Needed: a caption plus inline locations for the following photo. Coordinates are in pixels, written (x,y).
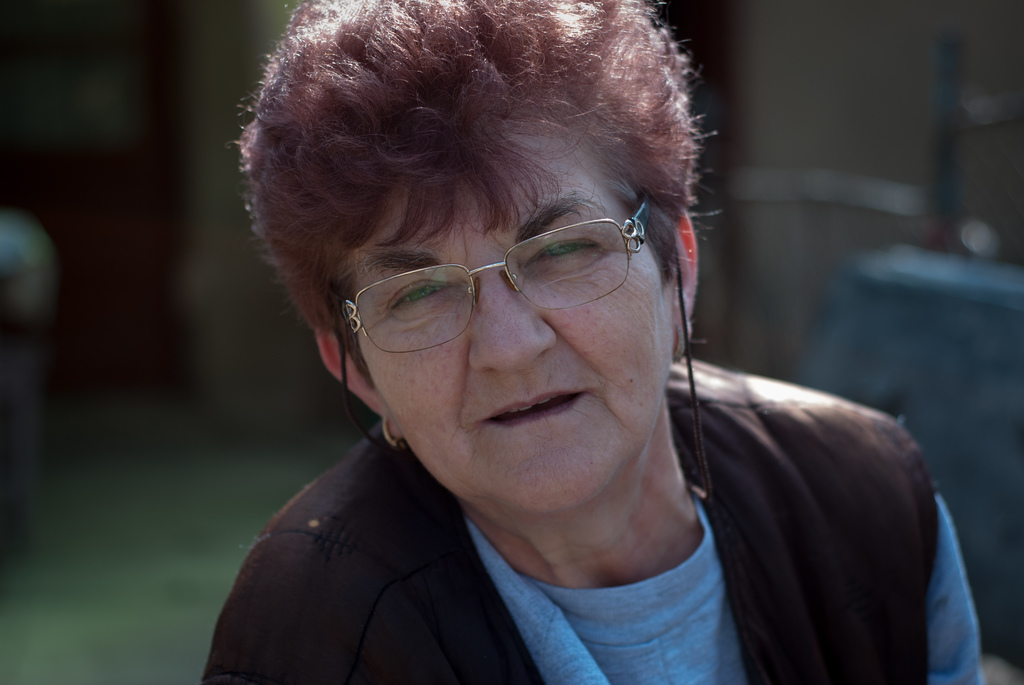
In this image we can see a person (497,390). There is a blur background (853,267) in the image.
